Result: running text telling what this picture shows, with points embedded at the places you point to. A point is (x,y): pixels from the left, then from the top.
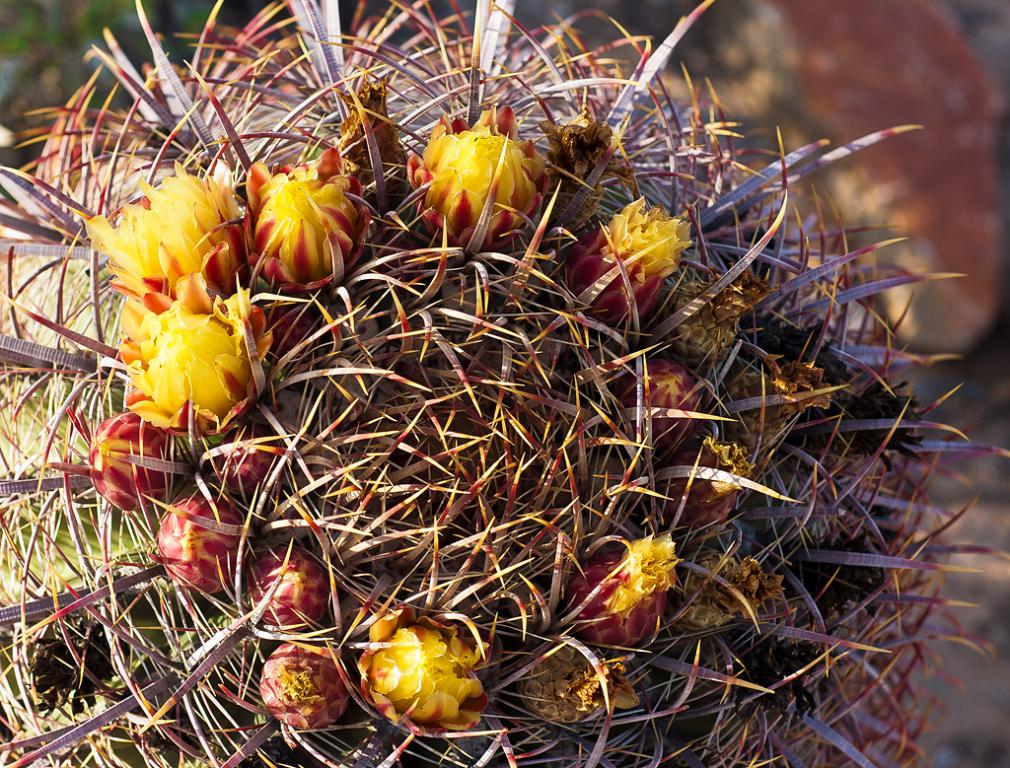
This image is taken outdoors. In this image there is a cactus plant (416,551).
